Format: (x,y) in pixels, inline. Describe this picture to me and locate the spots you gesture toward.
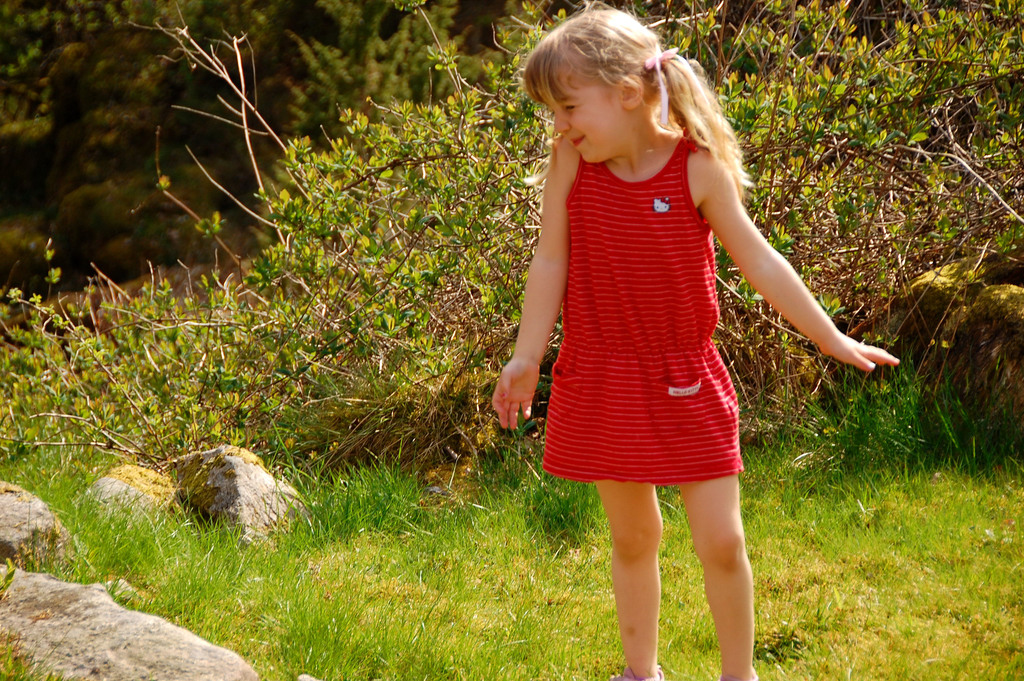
A little girl (716,522) is there, she wore red color dress (685,345). Behind her there are green color trees (722,262) and on the down side this is grass (401,574).
